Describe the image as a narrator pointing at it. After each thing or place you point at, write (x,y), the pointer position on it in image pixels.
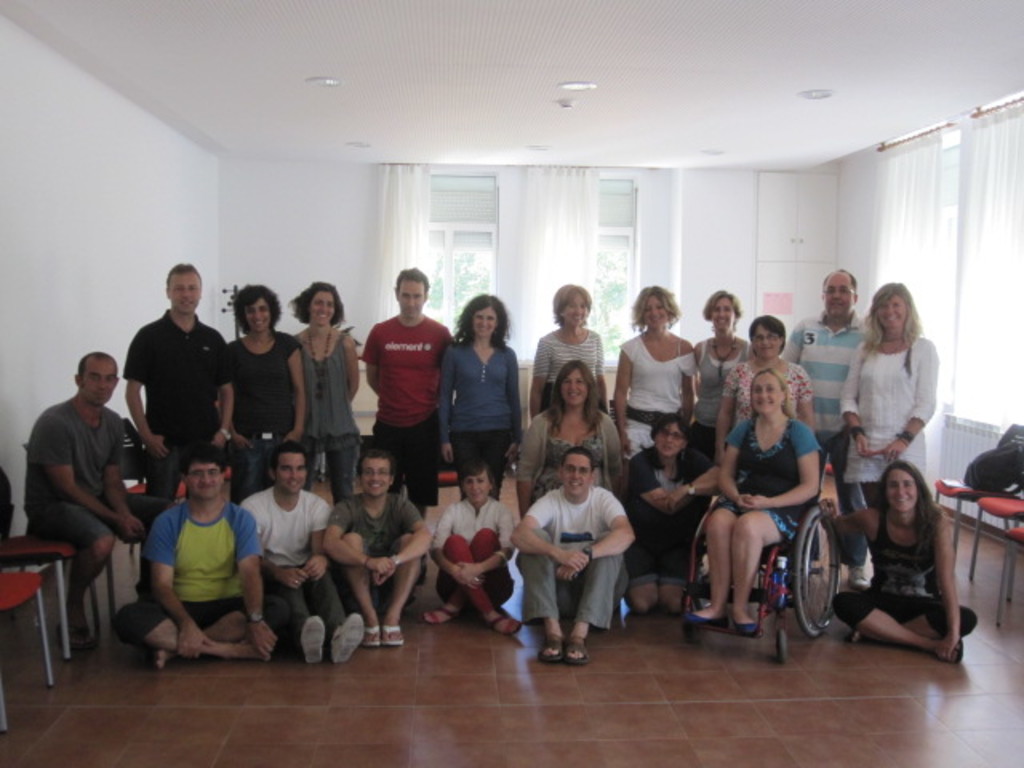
There are many persons (384,510) standing and sitting. A lady (780,449) wearing a black and blue dress (774,493) is sitting on a wheel chair (804,562). There are chairs (982,518) on the sides. This is looking like a room (785,287). There are windows (466,248) and curtains (889,217) in this room (895,230).
